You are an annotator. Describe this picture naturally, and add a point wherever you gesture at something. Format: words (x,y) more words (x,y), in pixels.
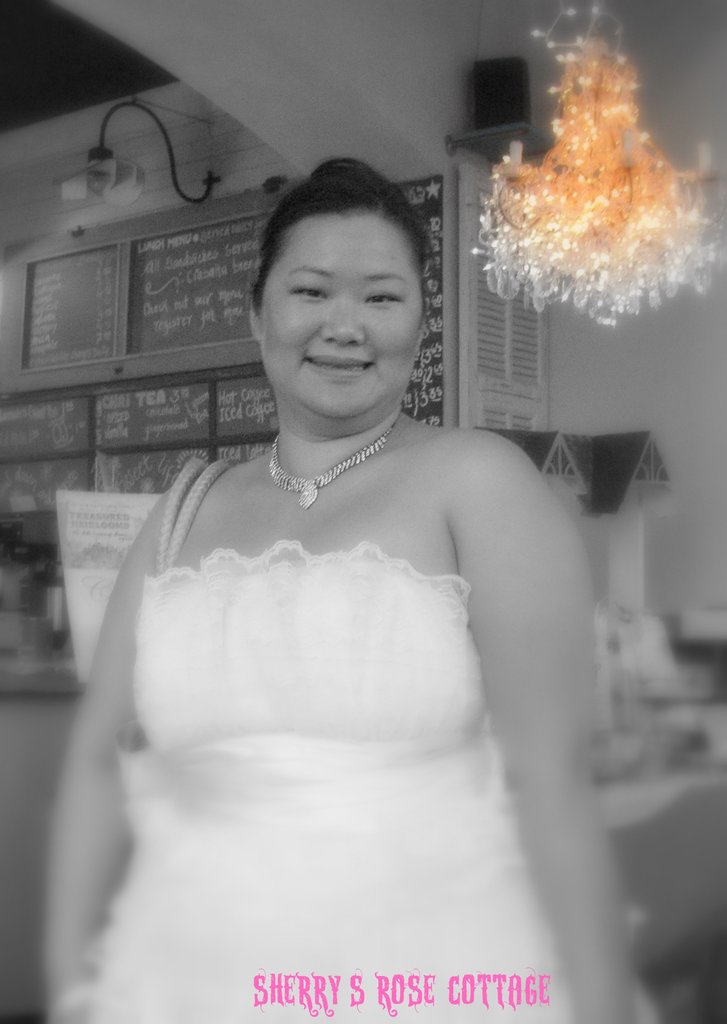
In this image we can see a woman (338,280) wearing a white dress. And we can see boards (142,279) with some text (147,266) on it. And we can see the windows (461,261). And we can see the lights (575,240) and the wall (593,349).
